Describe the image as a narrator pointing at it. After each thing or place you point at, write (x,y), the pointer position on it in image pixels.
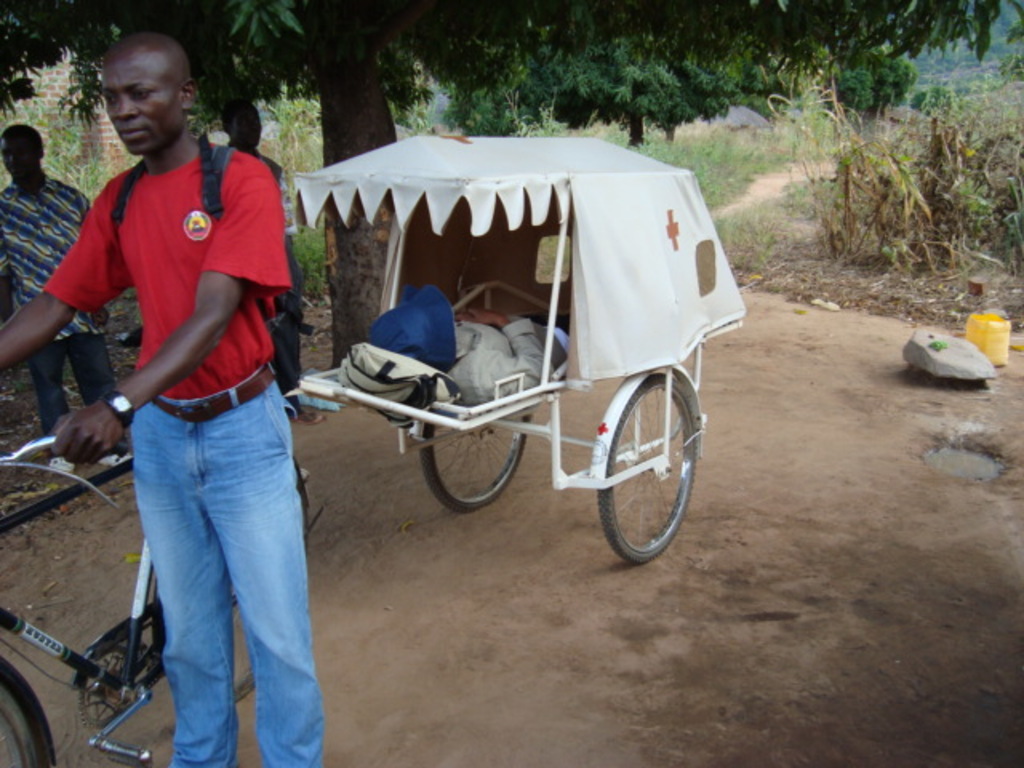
In this image I see a man (161,259) who is holding the cycle (125,681) and I see a cart (608,166) connected to it and I see a person (439,341) who is lying and I see the ground (781,737) and I see 2 persons (7,281) over here. In the background (632,55) I see the trees (632,55) and the plants (746,163) and I see a stone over here and I see a yellow color object (987,329).
